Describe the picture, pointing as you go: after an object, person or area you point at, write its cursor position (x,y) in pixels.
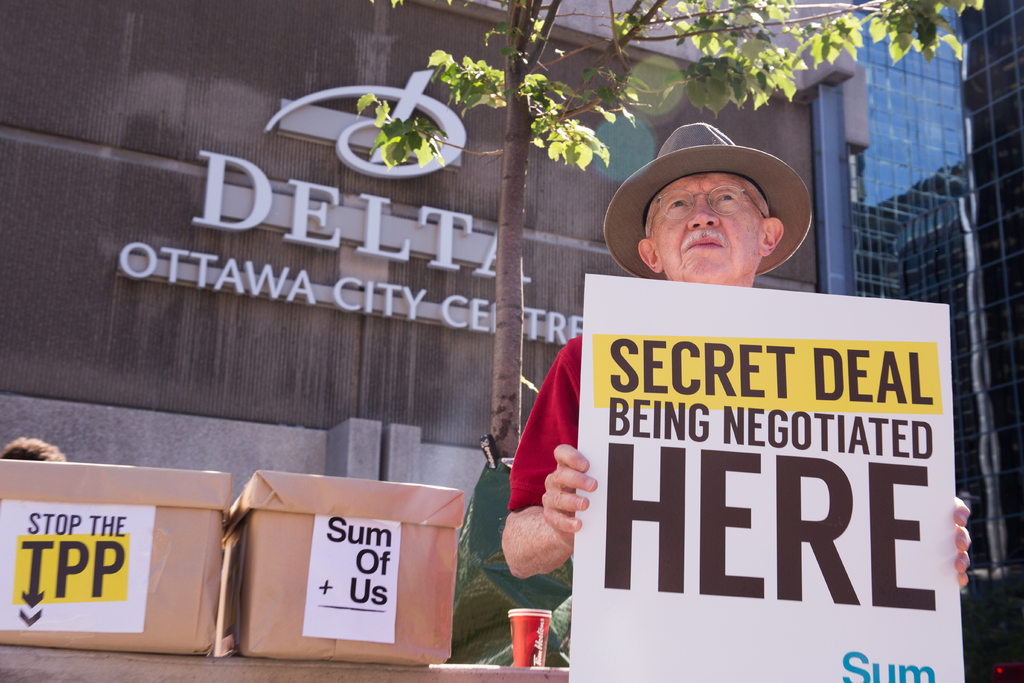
There is a building (337,39) and in front of the building (237,235) a person (544,544) is standing by holding a board (615,619) in his hands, behind the person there are two boxes (422,517) and a cup (517,660) kept on a surface (93,666) and behind the boxes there is a tree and the climate is sunny.
